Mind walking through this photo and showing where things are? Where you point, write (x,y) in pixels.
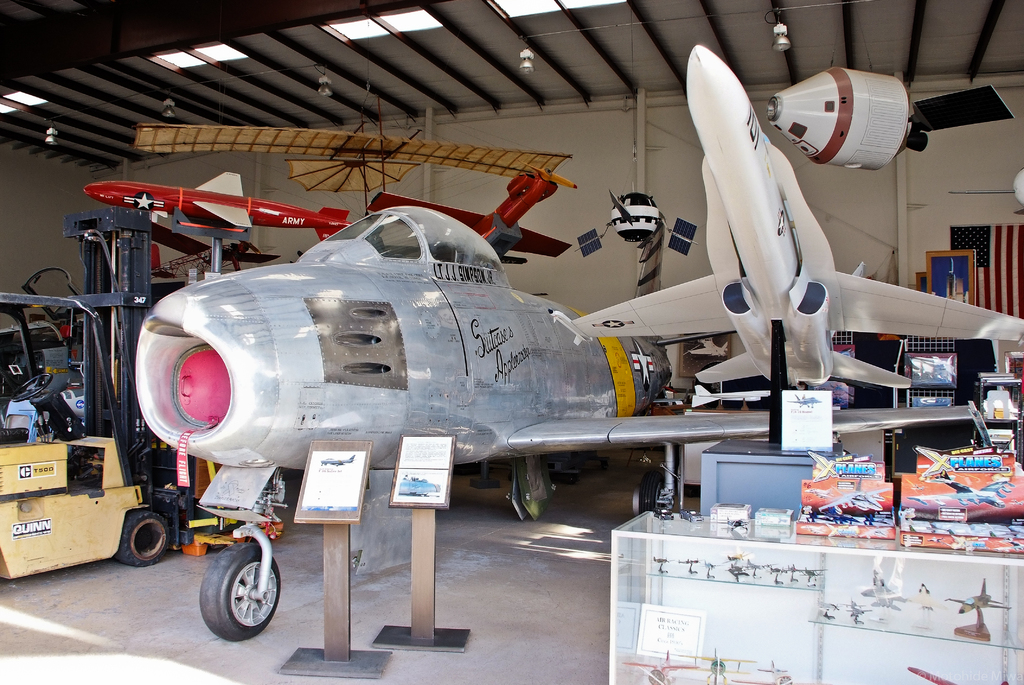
This is an inside view. Here I can see few aircrafts (517,371) on the right side (809,630) there is a table (820,570) on which many boxes (927,535) are placed. On the left side (8,433) there is a vehicle (107,349) on the floor (108,580). In the background (920,402) there are many objects (832,400) and also I can see the wall (550,119). At the top of the image (416,22) there are few lights (405,29).
